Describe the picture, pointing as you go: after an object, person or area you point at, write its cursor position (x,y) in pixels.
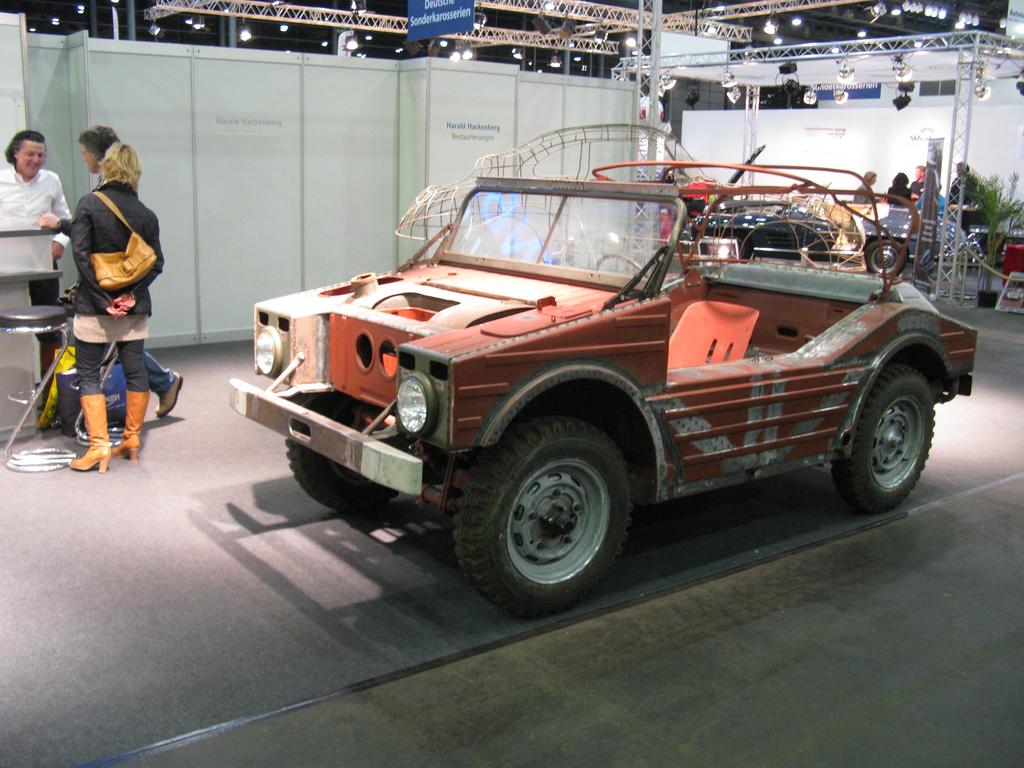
This picture seems to be clicked inside. In the foreground (856,325) there is a red color vehicle (516,449) parked on the ground (418,513). On the left (94,130) we can see the group of persons (79,318) and there are some objects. On the right (917,200) we can see the group of persons (909,181) standing on the ground (958,306) and we can see the metal rods (968,122), focusing lights (597,30), wall (471,69) and many other objects (831,94).
